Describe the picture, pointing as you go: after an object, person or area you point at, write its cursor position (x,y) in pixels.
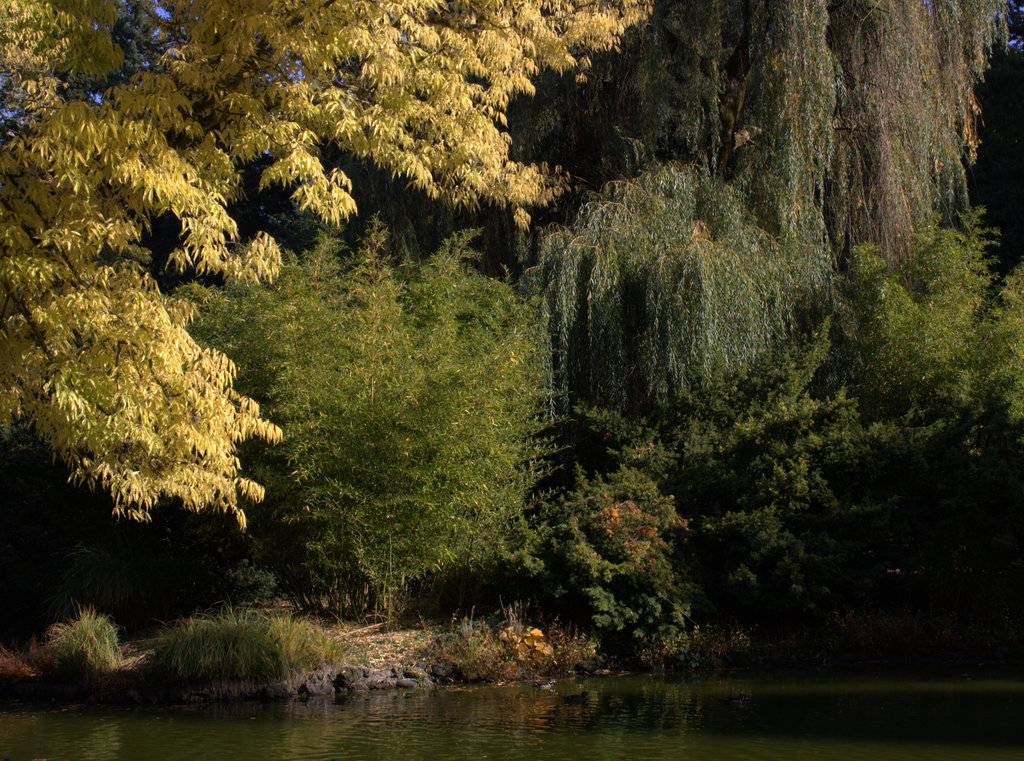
In this image we can see trees (498,419), water (516,723), grass (222,654), ground (365,655) and sky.
